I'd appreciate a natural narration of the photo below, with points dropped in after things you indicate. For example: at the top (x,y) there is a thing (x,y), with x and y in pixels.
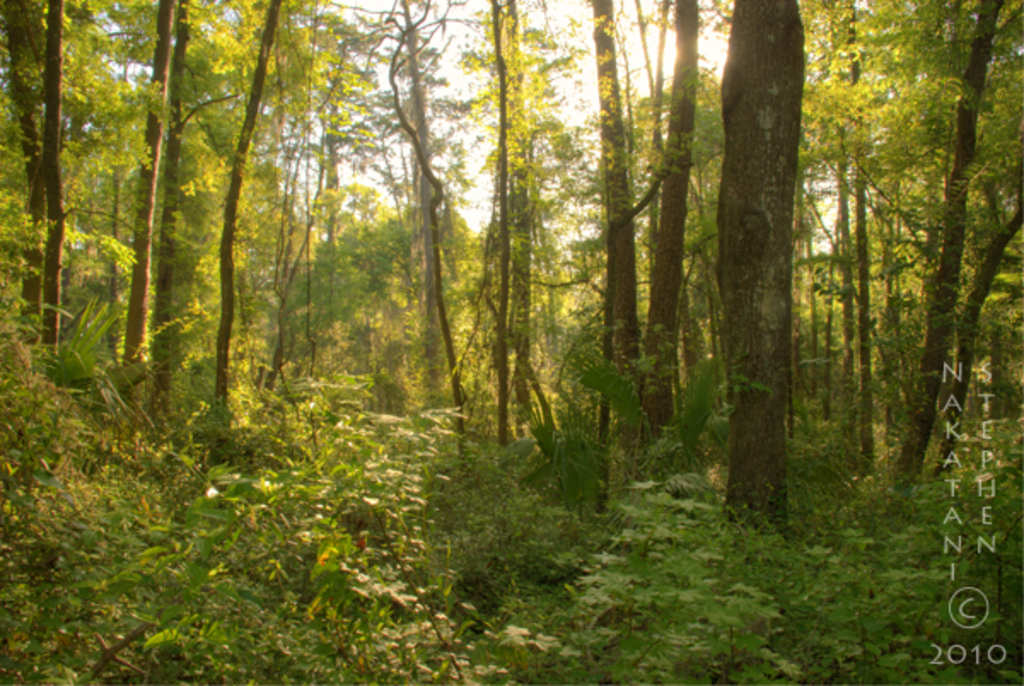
In the image we can see there are plants (381,482) on the ground (556,512) and there are lot of trees (323,103).
